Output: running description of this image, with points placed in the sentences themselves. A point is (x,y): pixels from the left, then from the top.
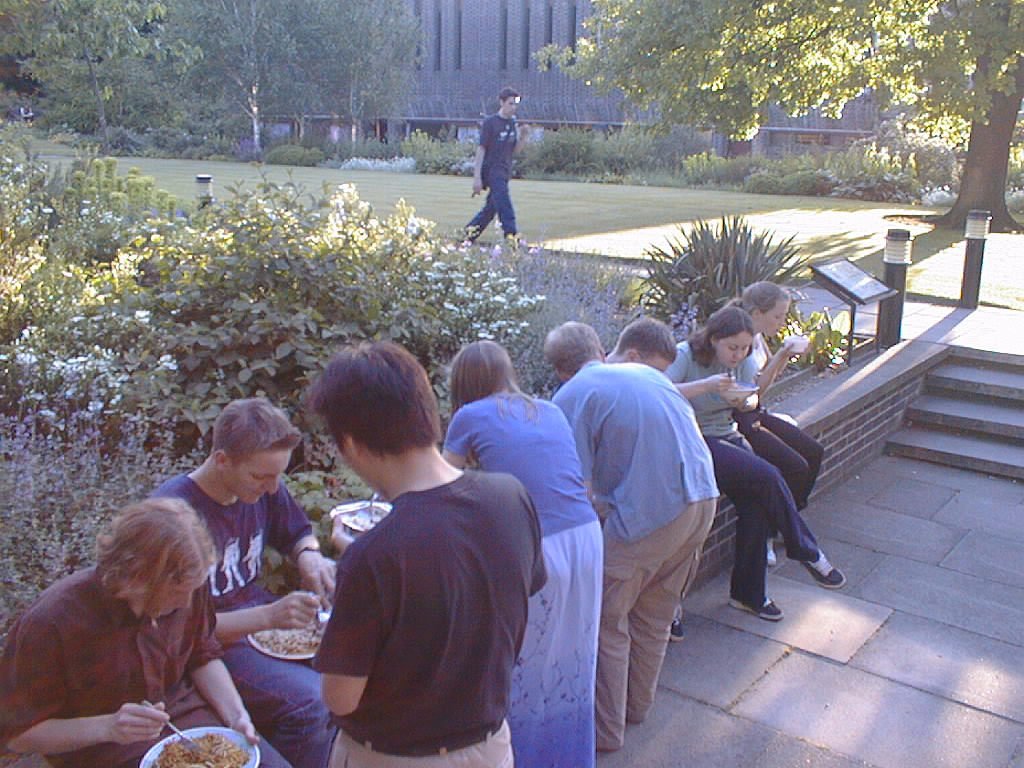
In the foreground (279,582) I can see a group of people (430,500) are sitting on a fence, few are standing on the floor (750,626) and are holding plates (228,764) in which food items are there. In the background (764,262) I can see pillars (893,265), board (852,273), plants (594,298), grass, one person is walking, trees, buildings (712,131) and so on. This image is taken may be during a sunny day.
